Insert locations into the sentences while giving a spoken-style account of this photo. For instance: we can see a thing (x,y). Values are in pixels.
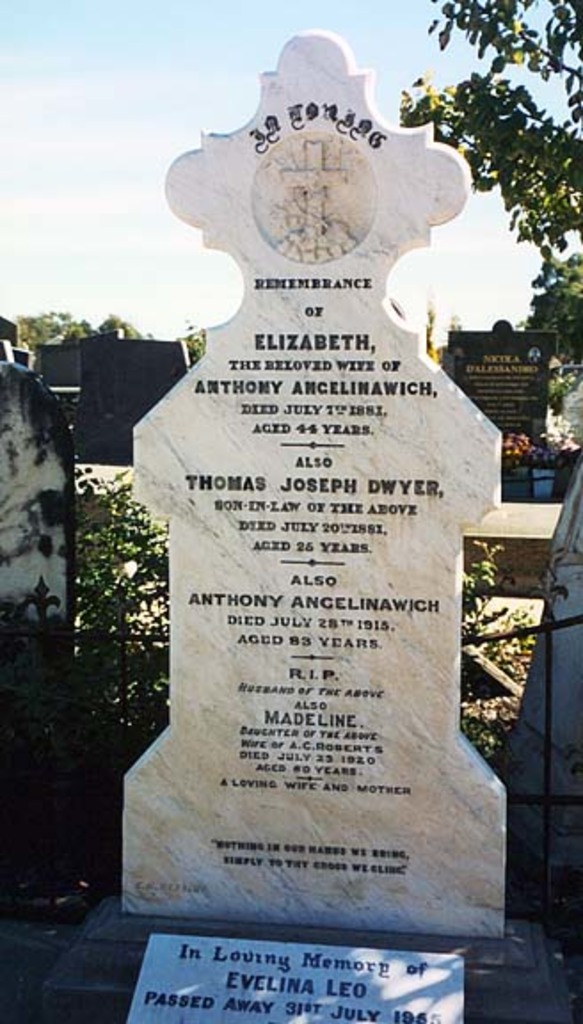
In this image I can see a memorial (387,704) which is white in color and few words (363,531) written on it and a white colored board (277,956) in front of it. In the background (566,138) I can see another board (512,355), few trees (566,138) and the sky (176,135).
